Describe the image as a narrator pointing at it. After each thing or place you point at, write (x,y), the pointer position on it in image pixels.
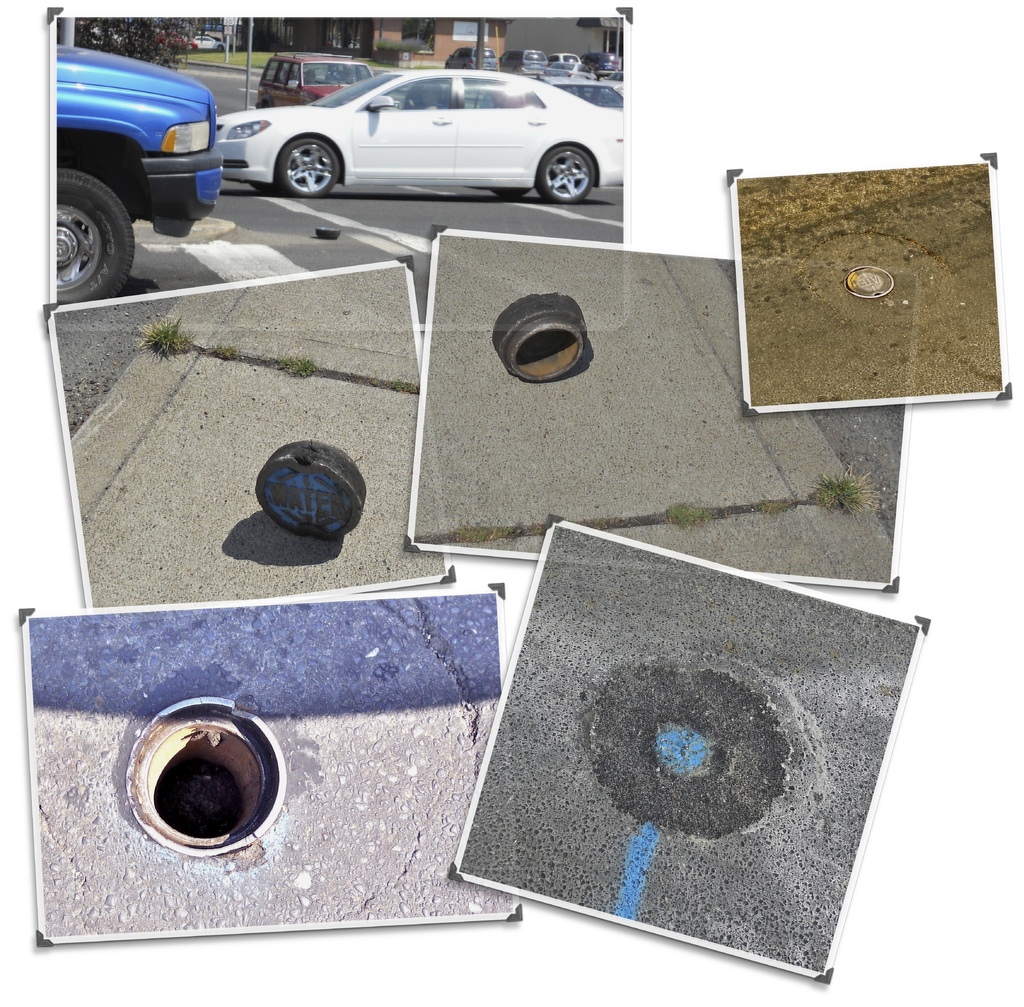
This picture shows few cars (363,107) on the road (492,194) and few cars (519,69) parked and we see buildings (391,23) and a tree (161,58) and we see a manhole (254,717) and its cap (571,319) and a picture of a opened man hole (193,737).
